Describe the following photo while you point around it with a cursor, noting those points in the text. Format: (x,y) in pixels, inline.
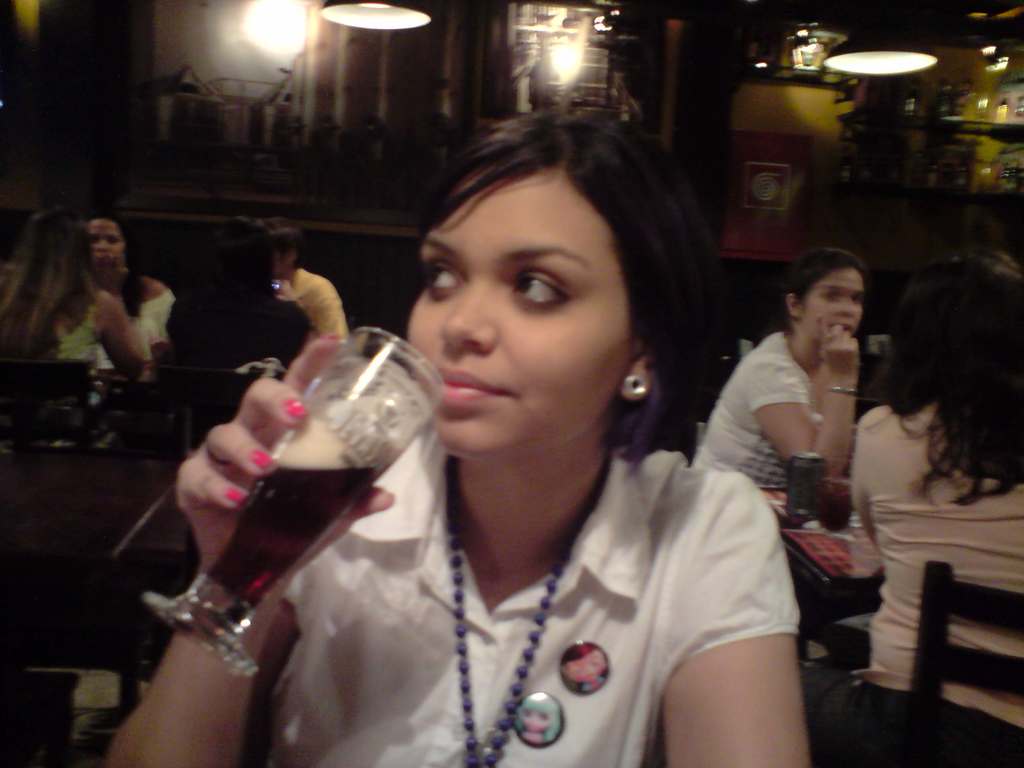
In this image I can see group of people (554,572) sitting. In front (609,636) the person (703,626) is wearing white color dress (418,555) and holding the glass (304,552). In the background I can see few lights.
